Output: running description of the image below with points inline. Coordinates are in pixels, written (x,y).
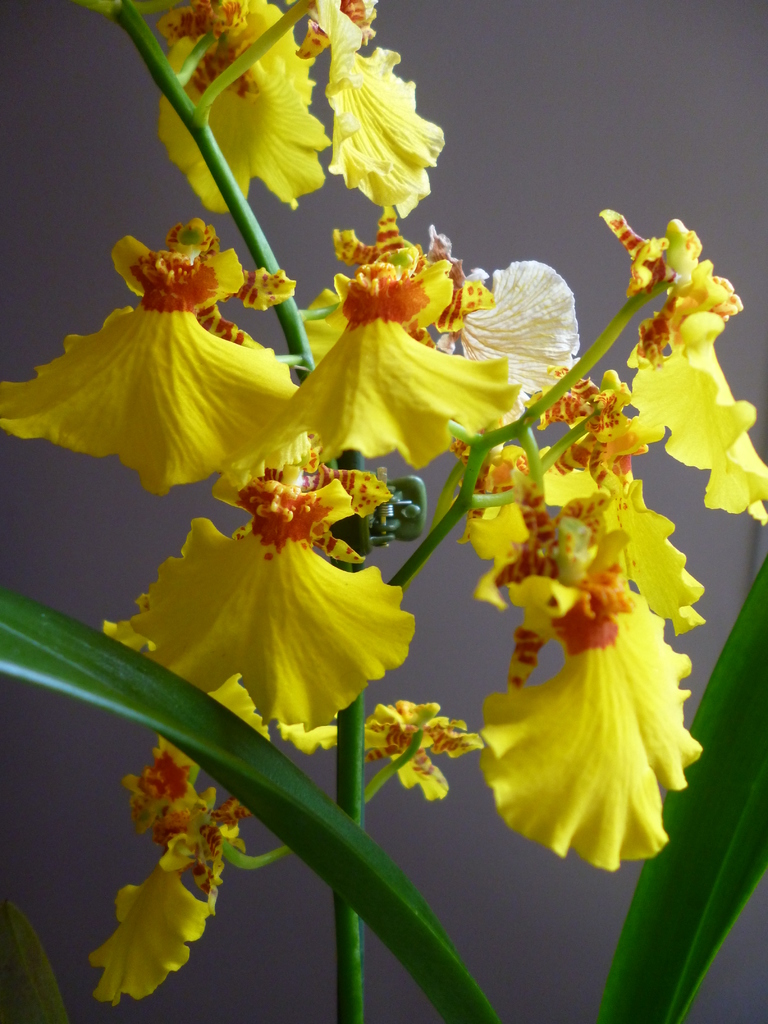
Here I can see few yellow color flowers (298,450) to a stem (201,143). At the bottom (435,946) two leaves (726,784) are visible.
